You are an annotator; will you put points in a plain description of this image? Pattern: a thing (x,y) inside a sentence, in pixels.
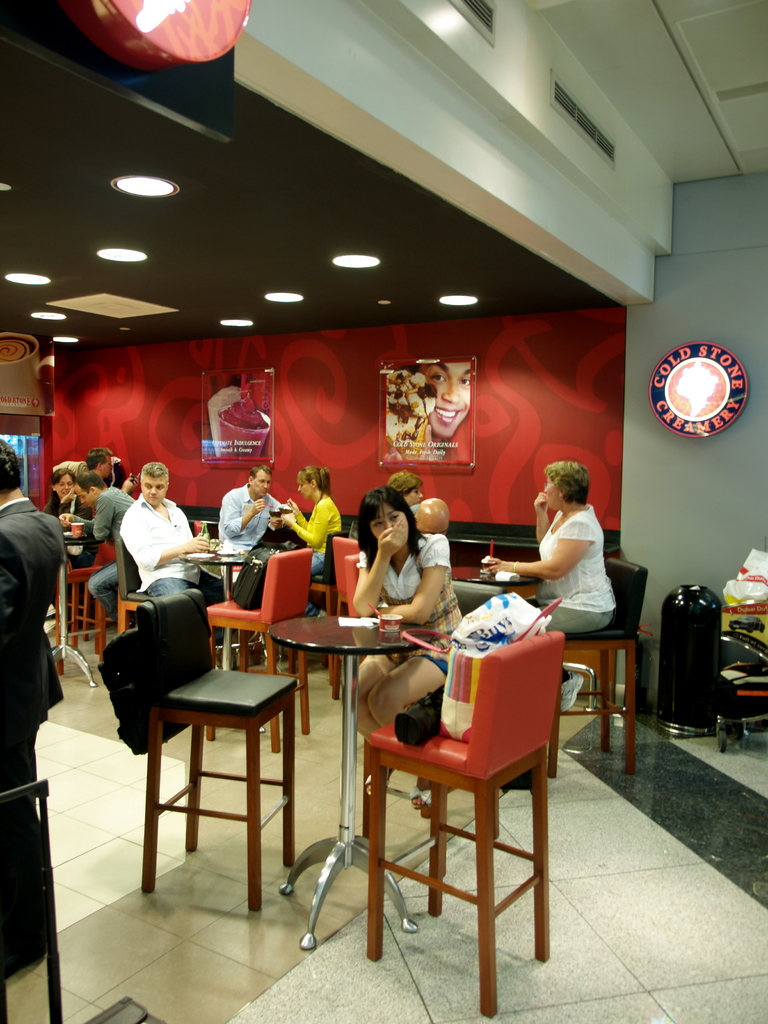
This picture shows a group of people (360,594) seated on the chairs (333,544) and we see few frames (408,370) on the wall (196,403).
